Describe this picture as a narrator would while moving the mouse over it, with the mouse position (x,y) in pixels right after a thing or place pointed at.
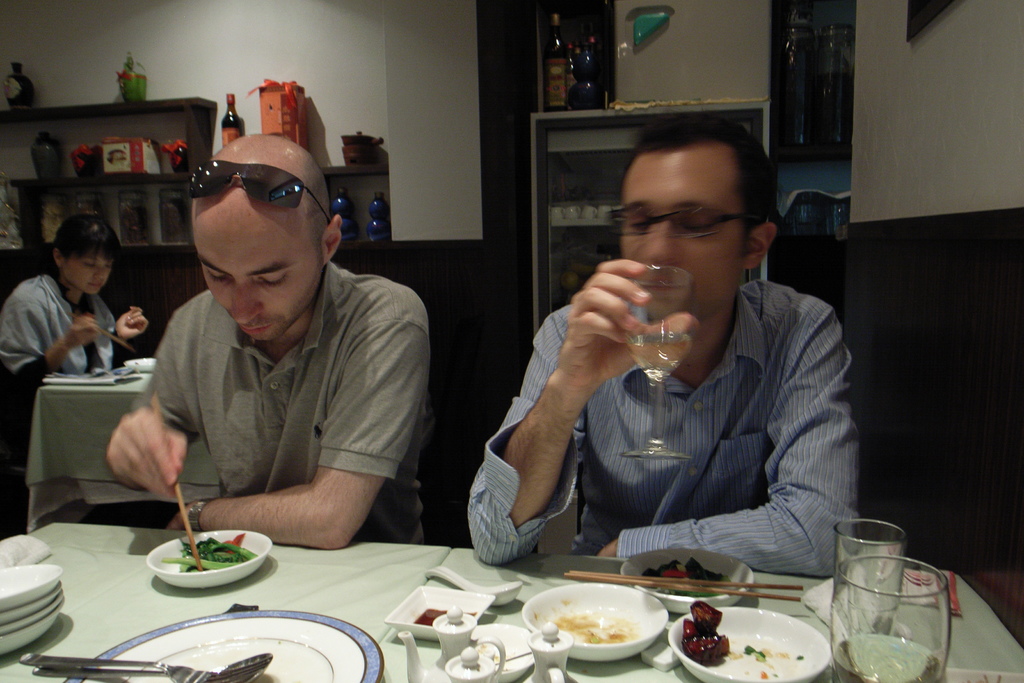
In this picture we can see two men (414,391) are sitting in front of a table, there are plates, bowls (178,553) and glasses (904,635) on this table (708,578), a man (337,516) on the left side (246,528) is holding chopsticks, a man (724,464) on the right side (683,353) is holding a glass of drink (656,412), there is some food (189,559) in these bowls (735,628), on the left side (52,305) there is another person (64,300), in the background (91,141) there are shelves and a wall (339,53), we can see flower vases (182,170) and other things (116,146) present on these shelves (117,107), we can see a bottle (551,87) in the middle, at the bottom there is a spoon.
